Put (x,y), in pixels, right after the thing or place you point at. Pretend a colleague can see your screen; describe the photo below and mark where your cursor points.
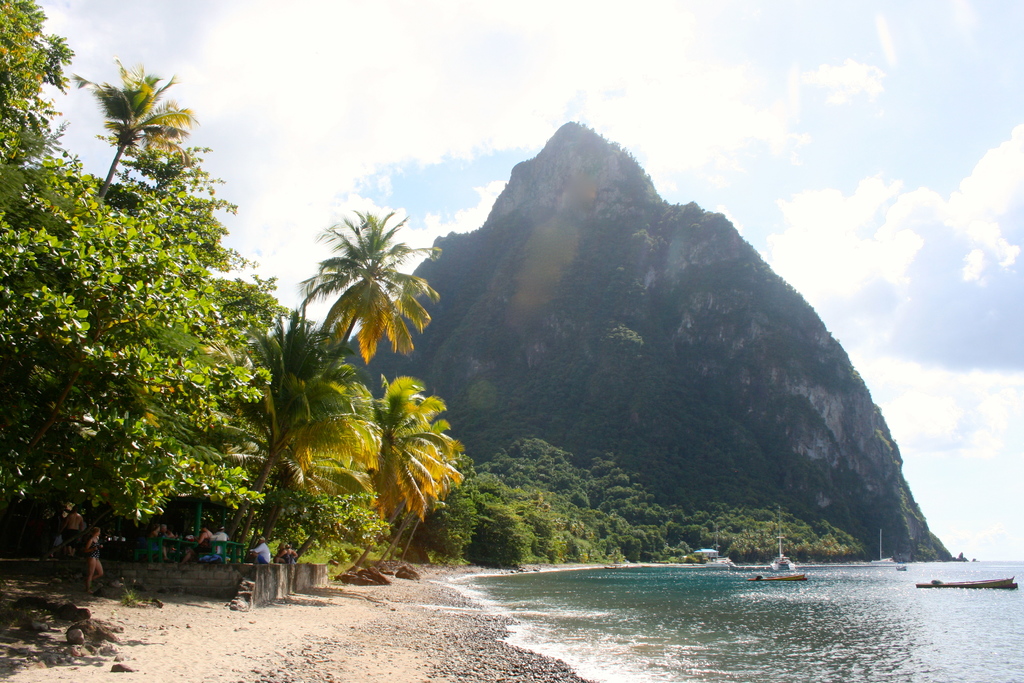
Sky (571,34) is cloudy. Here we can see a mountain (445,244), water (914,573) and trees (113,301). Under these trees (185,327) there are people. Above this water (790,595) there are boats (789,560).
